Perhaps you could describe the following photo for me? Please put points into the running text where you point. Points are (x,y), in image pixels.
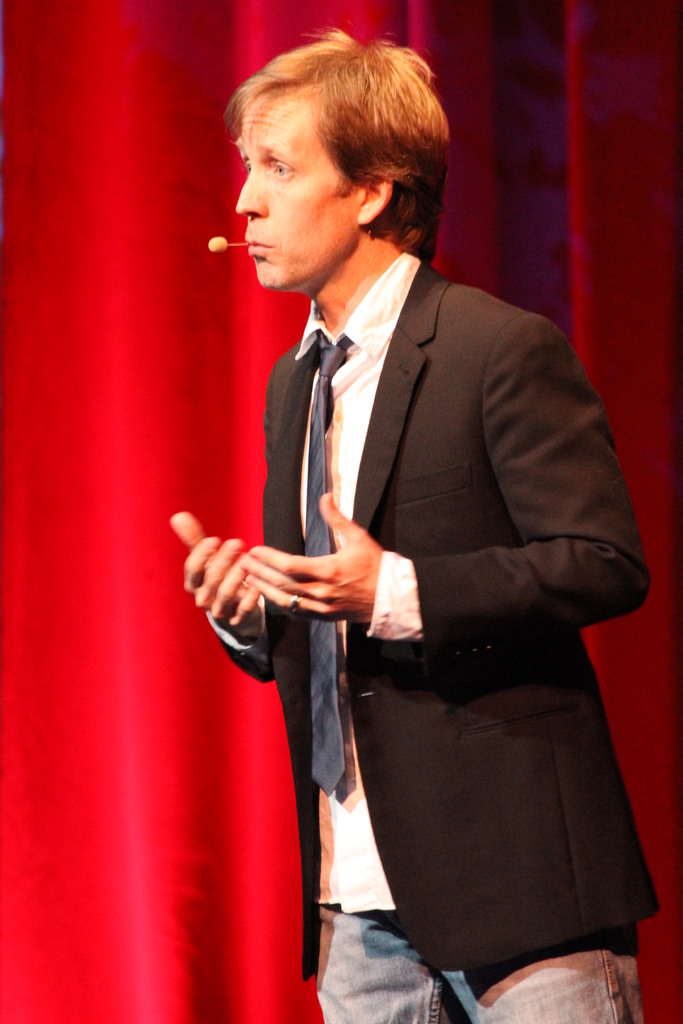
In this image there is a man (360,459) standing and talking, there is a mini microphone (226,241), at the background of the image (230,240) there is a red curtain (421,40).
